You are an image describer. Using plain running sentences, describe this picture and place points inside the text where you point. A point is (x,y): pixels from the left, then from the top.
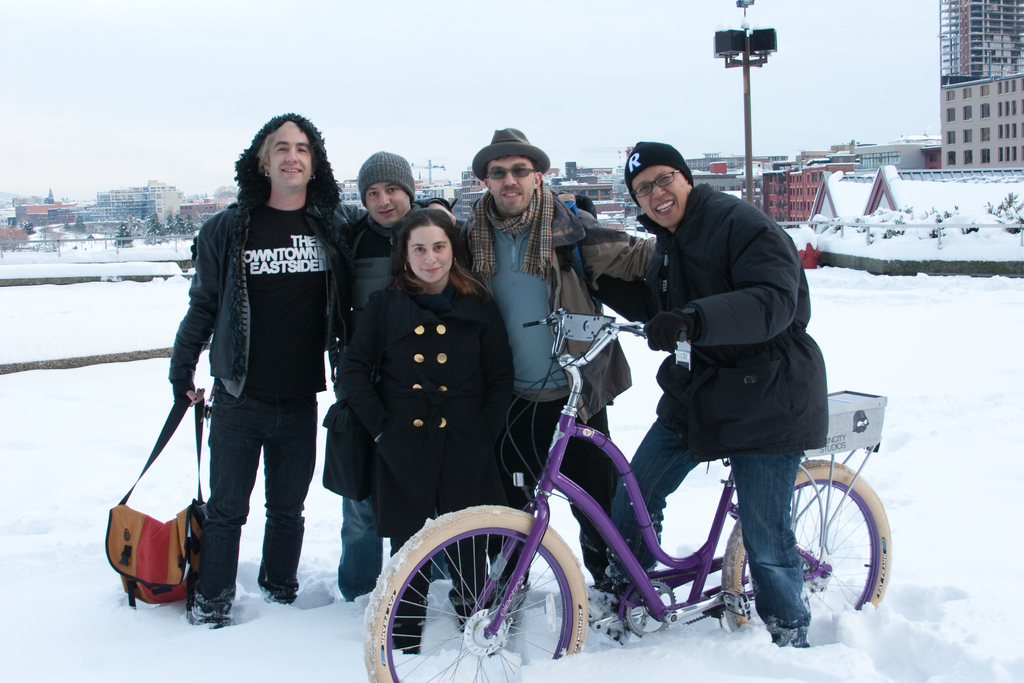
In this picture there are people (385,207) in the center of the image (614,423) and there is snow (27,322) on the floor (30,400) and there are buildings (990,123) in the background area of the image (985,5).
